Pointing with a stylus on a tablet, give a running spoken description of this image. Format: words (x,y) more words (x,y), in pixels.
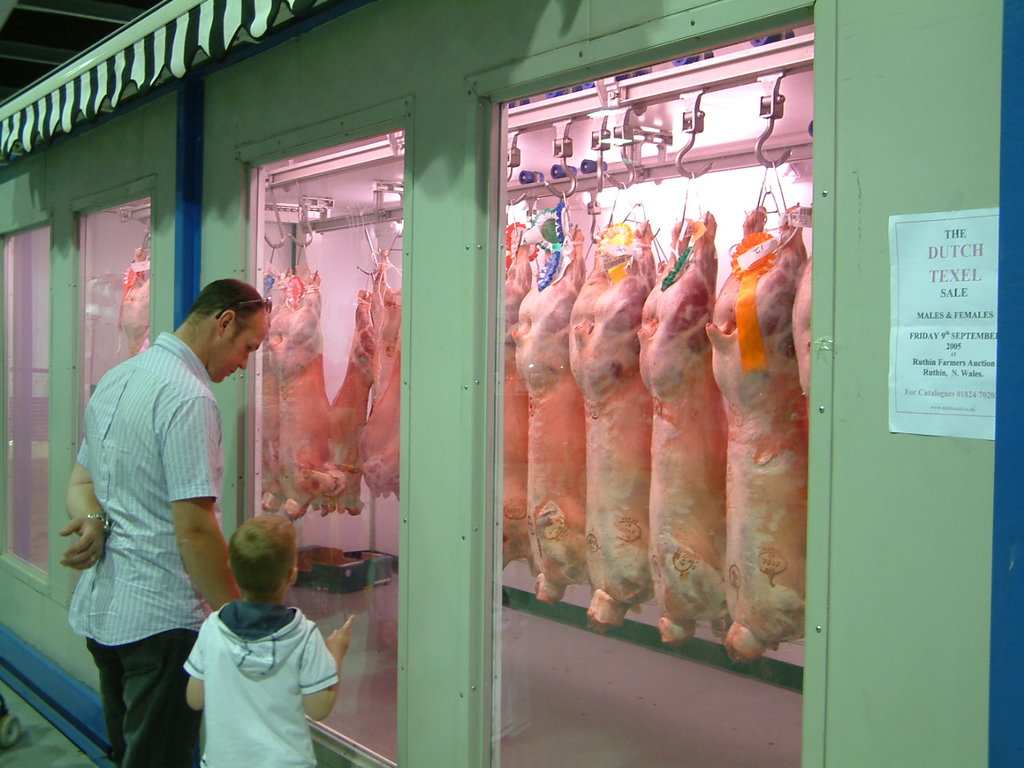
In this image I can see two people (225,642) standing in-front of the shed (169,281). Inside the shed (464,503) I can see the meat (506,524) hanged to the hooks (564,158). I can see the paper (915,341) attached to the shed (884,328).
